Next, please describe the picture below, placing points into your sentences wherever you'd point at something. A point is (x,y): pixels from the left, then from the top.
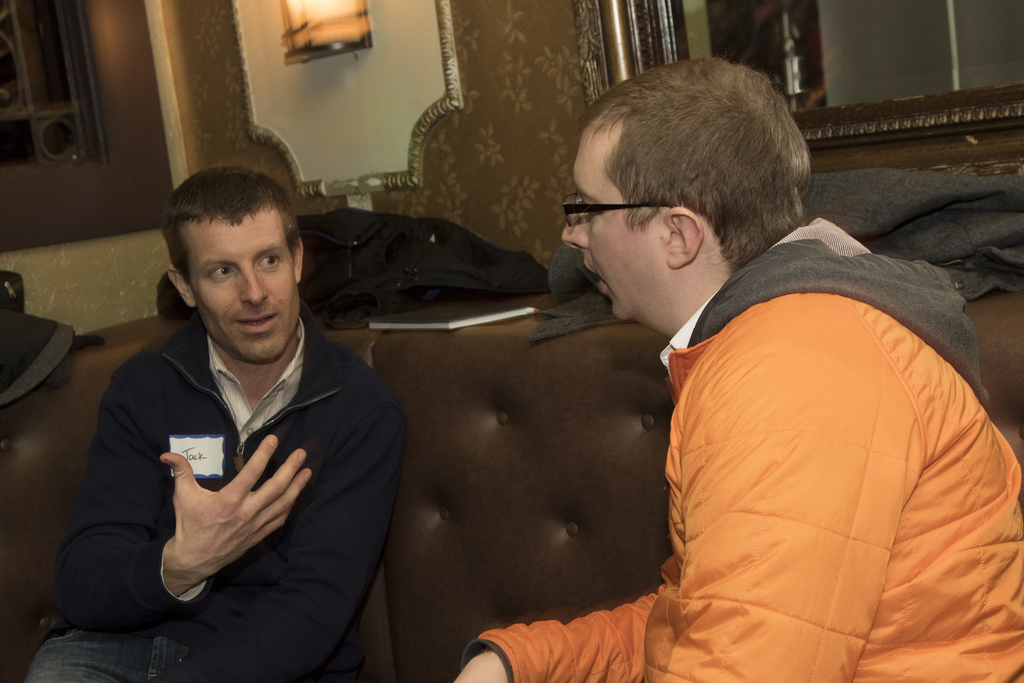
In this image we can see two persons (263,618) sitting on the couch (583,548) and looking at each other and we can see some objects (55,350). We can see the wall (255,46) in the background (488,84) and there is a light (285,16) attached to the wall (248,34) and in the top right side of the image (879,40) we can see an object (906,40).
